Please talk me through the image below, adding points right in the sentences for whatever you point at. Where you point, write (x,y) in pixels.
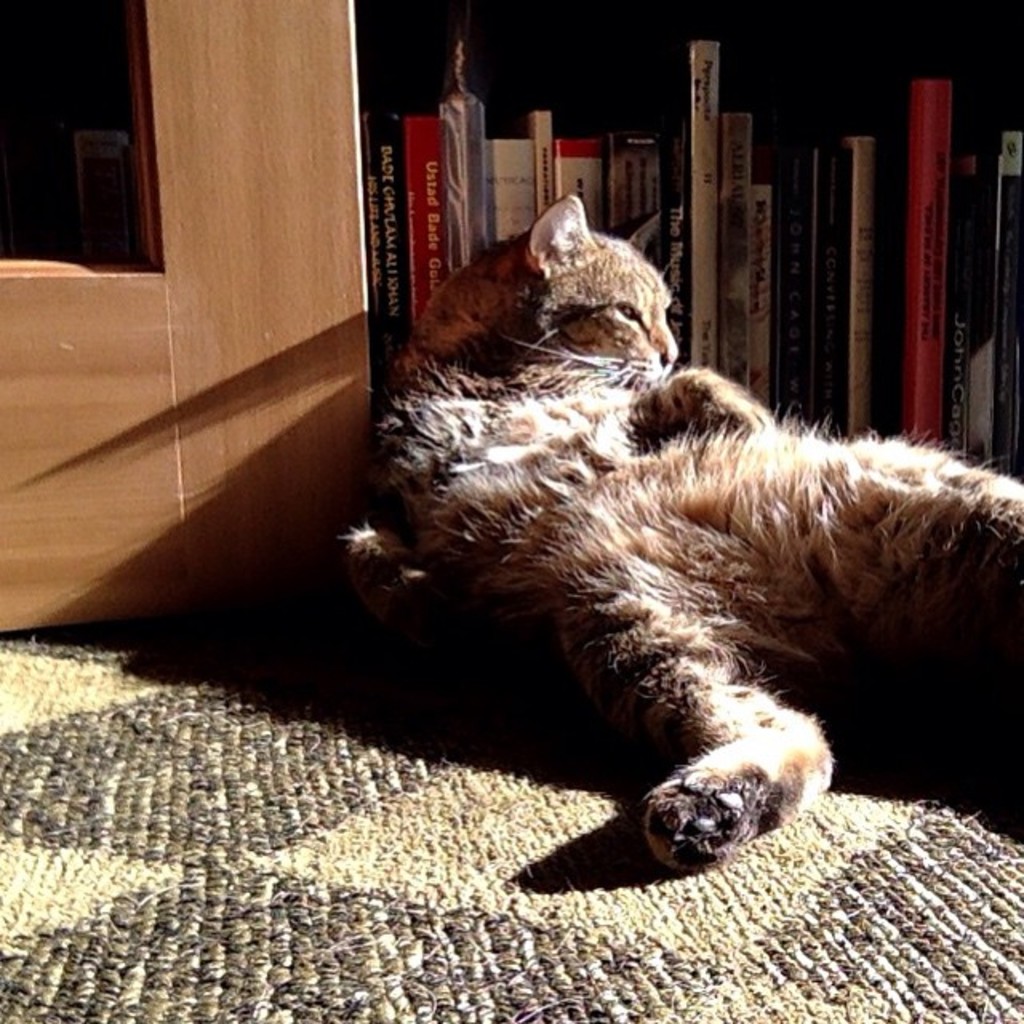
In this picture I can see a cat (991,513), carpet (311,801), a wooden piece (173,94) and there are books (911,83) arranged in an order.
